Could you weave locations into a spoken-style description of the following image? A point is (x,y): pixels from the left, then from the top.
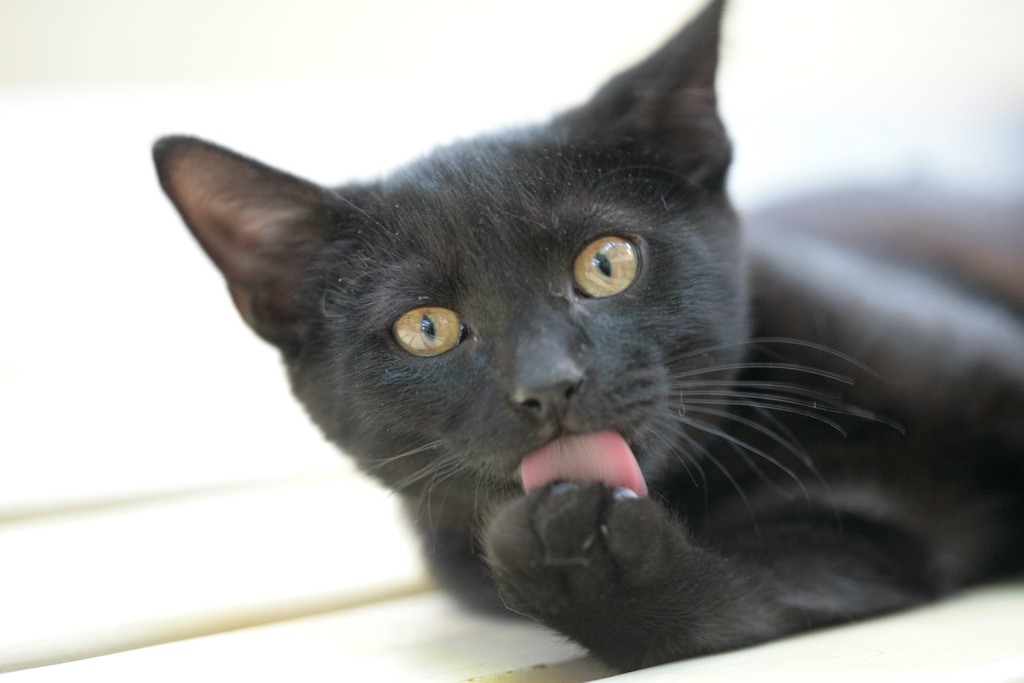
In this image we can see a cat (400,278) which is in black color with a white background (303,578).
